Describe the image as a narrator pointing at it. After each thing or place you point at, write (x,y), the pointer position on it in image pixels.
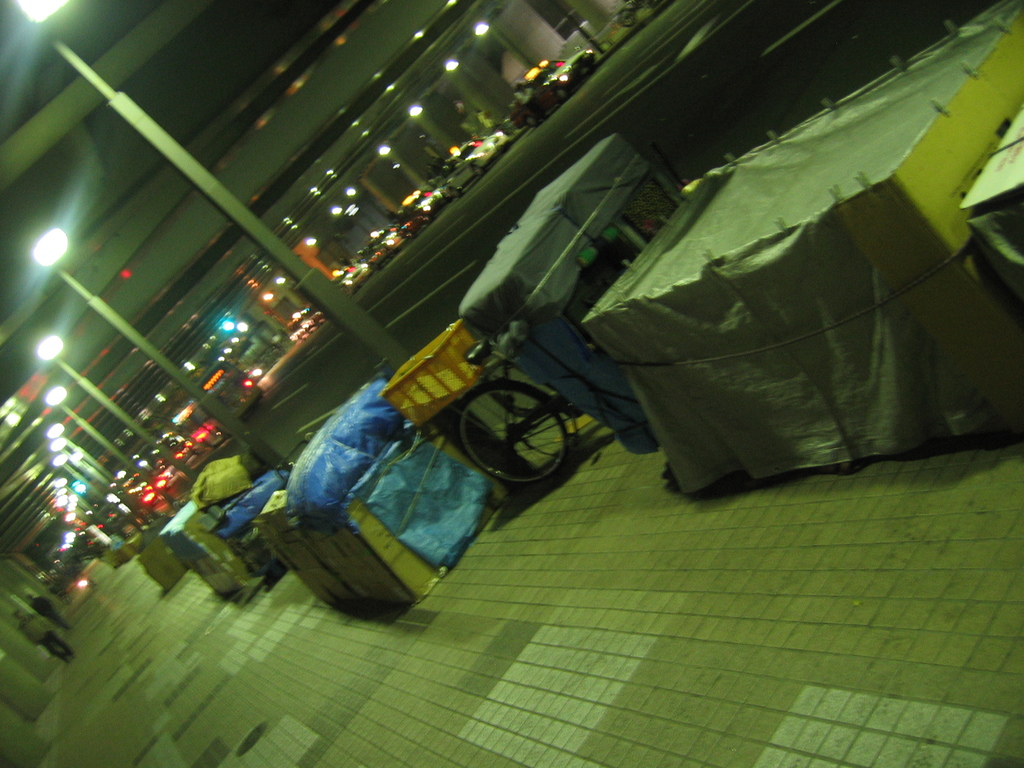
This image is taken outdoors. At the bottom of the image (305,696) there is a platform (200,679). At the top of the image (214,68) there is a roof (117,165). On the left side of the image (48,675) there are a few pillars (31,661) and a few people (44,603) are walking on the platform (110,597). In the middle of the image (376,258) many vehicles (185,447) are moving on the road (750,82). There are many lights (299,315) and many poles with street lights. A few vehicles (535,283) are parked on the platform (579,527) and there are a few things (414,500) on the platform (177,666).
